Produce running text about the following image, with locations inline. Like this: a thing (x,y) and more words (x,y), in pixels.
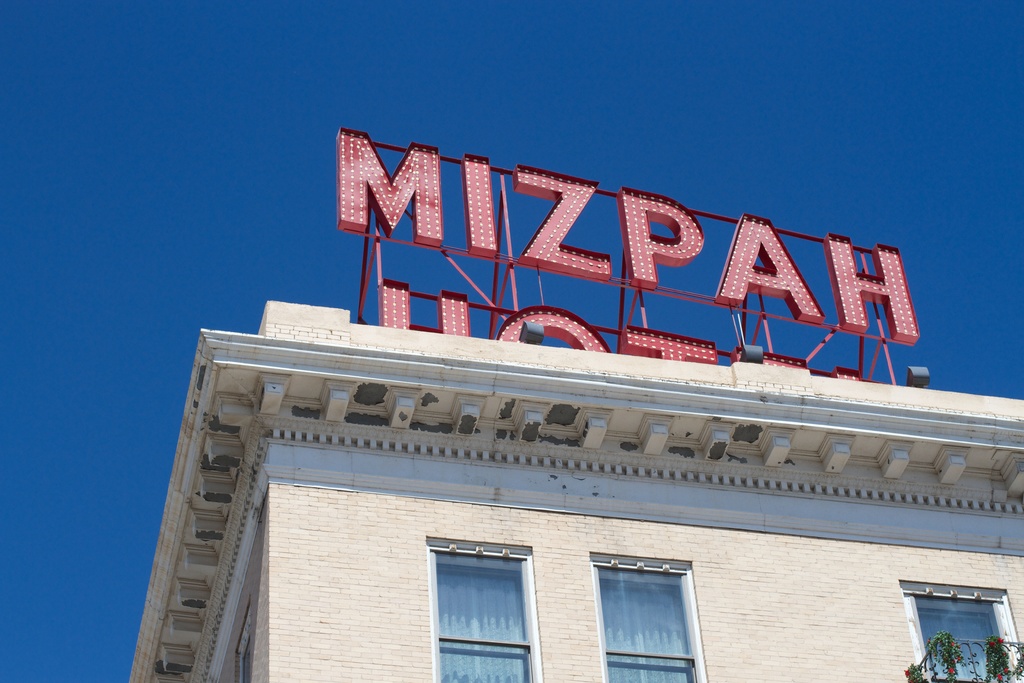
In this picture we can see a building (569,520), windows (941,666), wall (828,582), climbing plants (990,662) and flowers (909,672). On a building (553,380) we can see the naming boards (708,353). In the background of the image (273,275) we can see the sky (592,297).
